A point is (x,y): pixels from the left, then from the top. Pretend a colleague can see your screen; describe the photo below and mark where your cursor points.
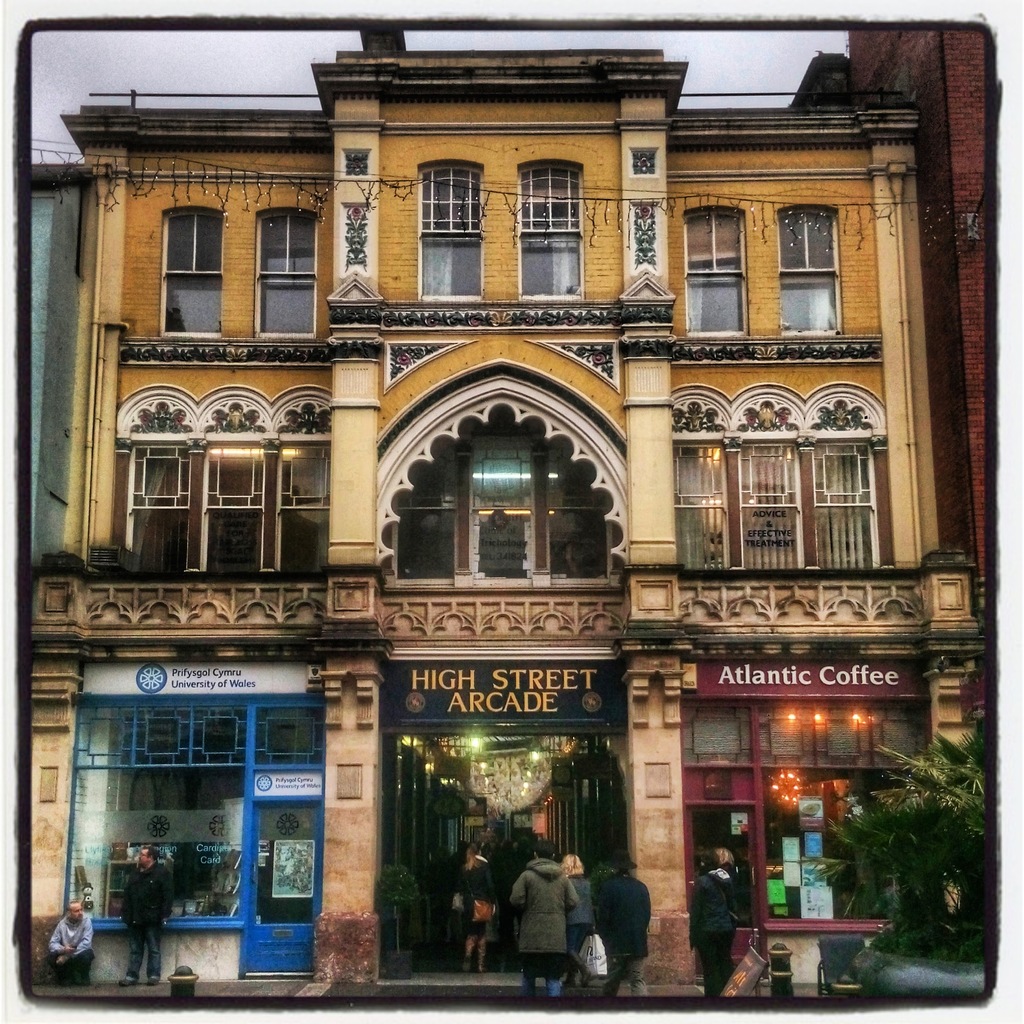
In the center of the image (617,433) there is a building (668,354). At the bottom (244,930) we can see people (487,919) and there are stores (571,721). On the right (919,767) we can see a tree (936,853). At the top (206,49) there is sky (150,56).
